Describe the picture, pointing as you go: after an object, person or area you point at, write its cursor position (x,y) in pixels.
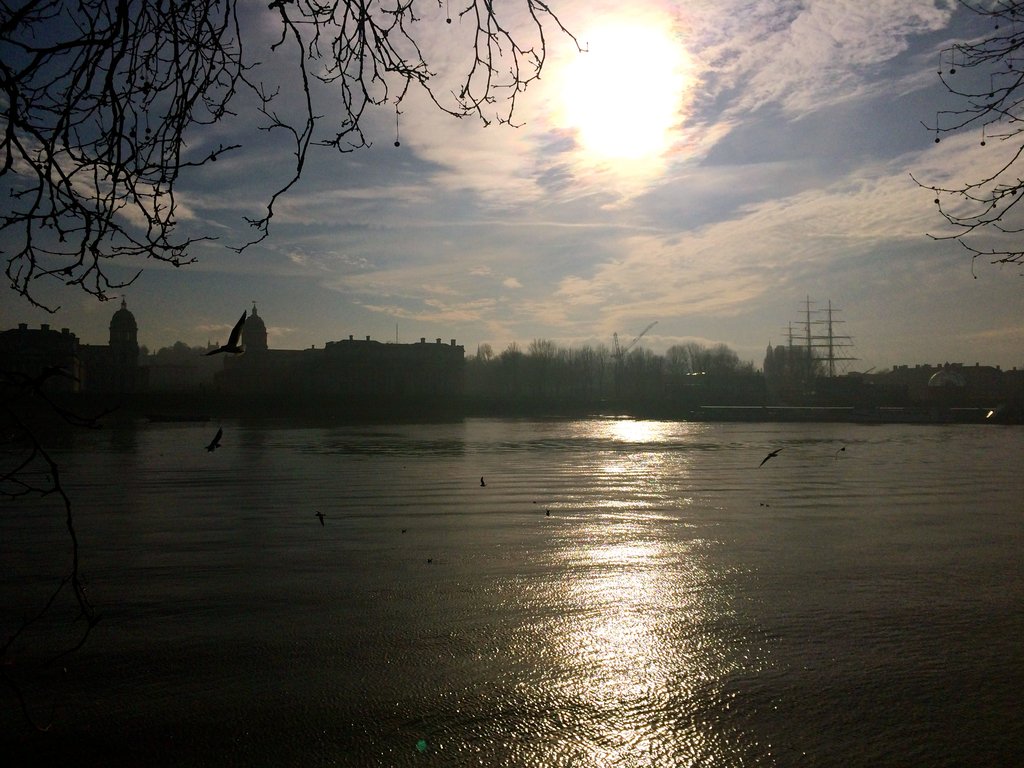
In this image I can see water (509,435) in the centre (505,436) and on it I can see few black colour things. I can also see few birds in the air (845,291) and in the front (53,278) I can see branches (119,59) of trees (976,200). In the background (615,383) I can see number of trees (548,396), few buildings (977,401), clouds (515,173), the sky (669,255) and the sun (575,110).
